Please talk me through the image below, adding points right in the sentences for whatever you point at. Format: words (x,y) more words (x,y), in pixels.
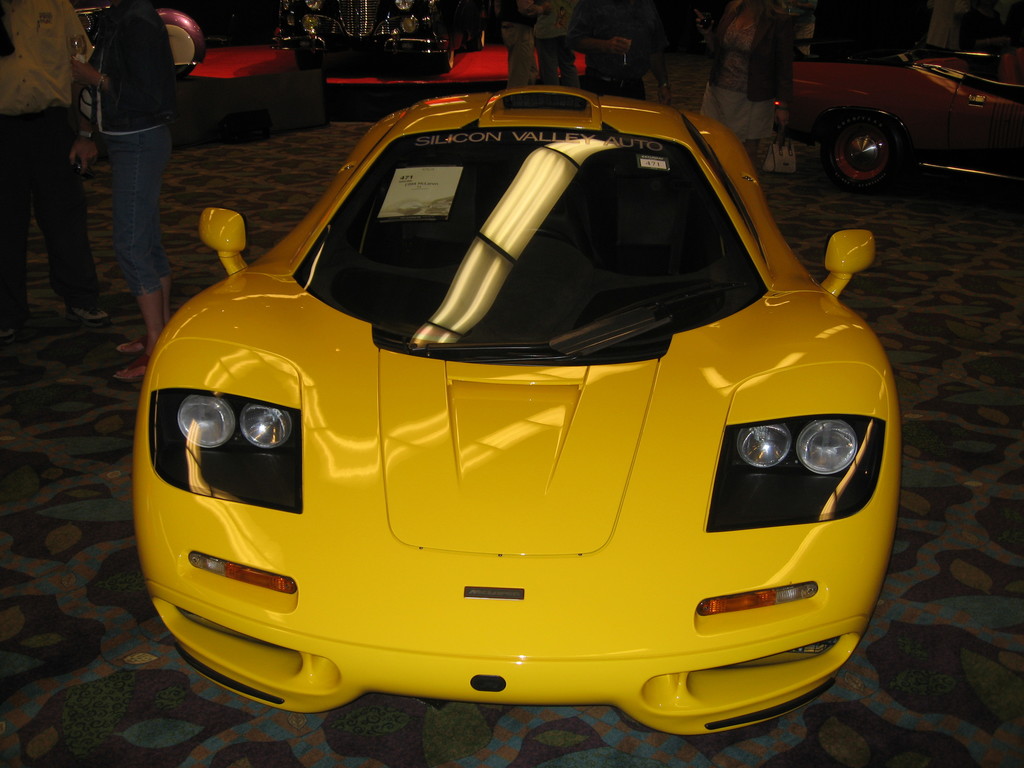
In this image we can see few vehicles (478,364) and people (155,263) holding the objects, in the background (366,67), we can see there are some other objects (380,100).
